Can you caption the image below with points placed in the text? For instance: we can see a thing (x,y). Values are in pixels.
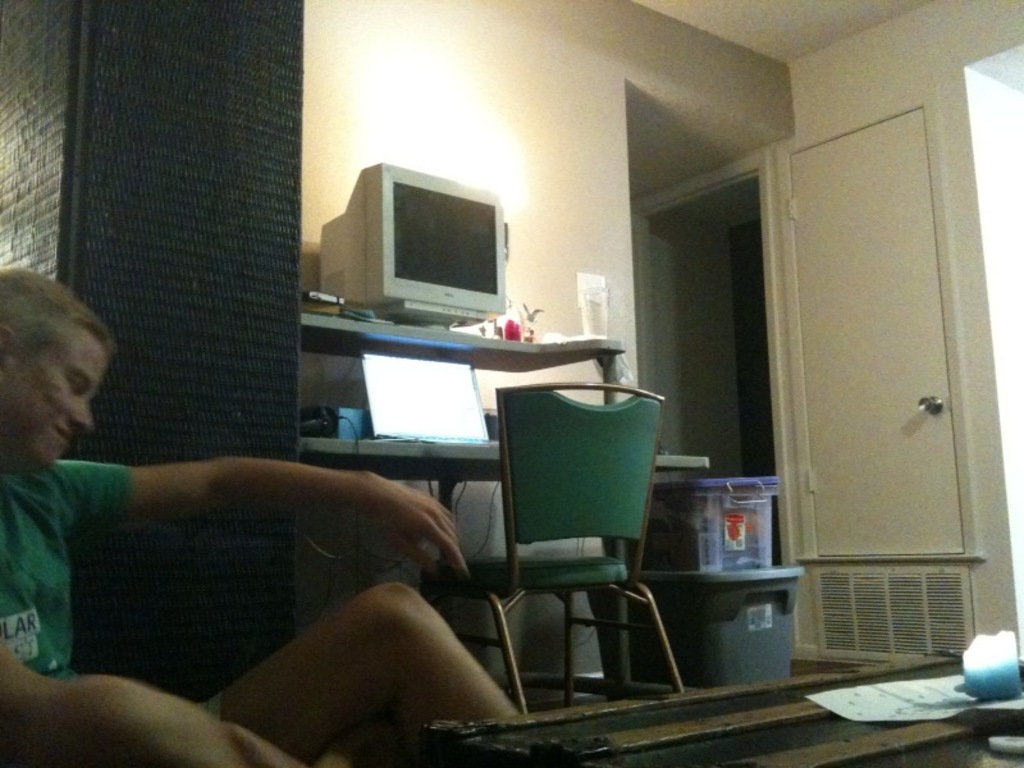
In this picture there is a man (21,756) on the left side of the image (316,691) and there is a table (568,740) at the bottom side of the image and there is a rack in the center of the image (378,461), on which there is a laptop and a monitor (357,289), there is a chair (593,446) in front of the rack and there are two boxes (757,582) beside the rack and there is a door (854,299) in the background area of the image (935,384).
